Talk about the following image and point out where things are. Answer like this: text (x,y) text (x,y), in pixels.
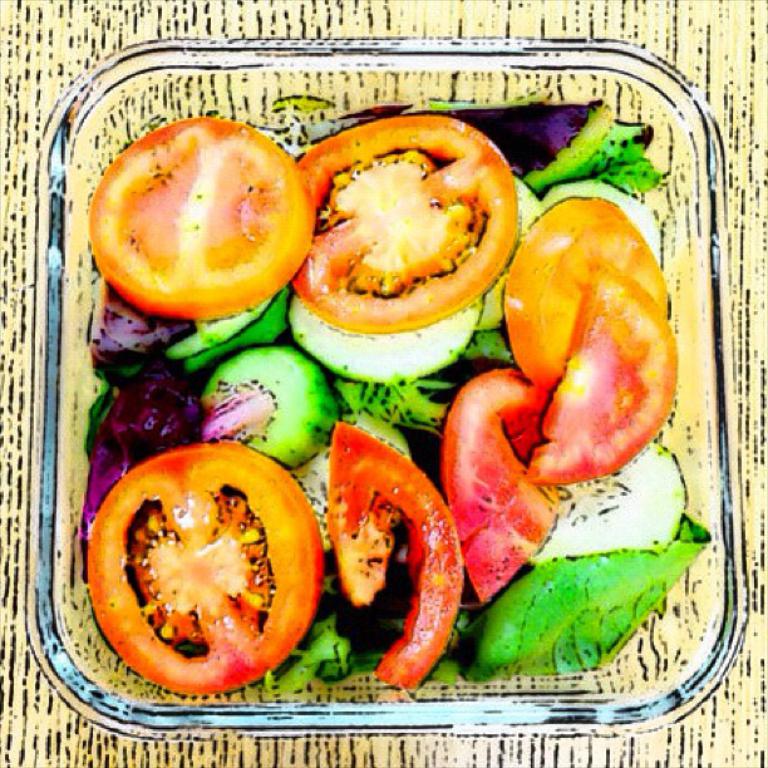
In this image we can see in a bowl (720,328) placed on the table (25,745).
